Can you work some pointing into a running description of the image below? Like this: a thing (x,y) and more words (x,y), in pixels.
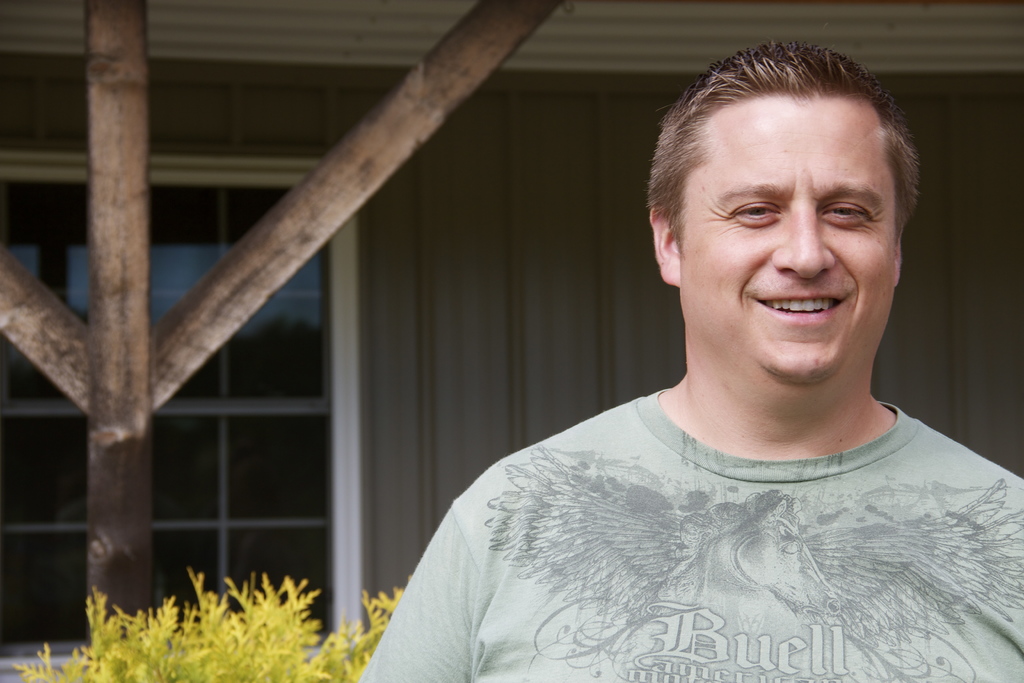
In this picture I can see a man (855,299) smiling, there is a plant (77,670), and in the background (334,342) there is a wall (435,391) with a window (314,409).
